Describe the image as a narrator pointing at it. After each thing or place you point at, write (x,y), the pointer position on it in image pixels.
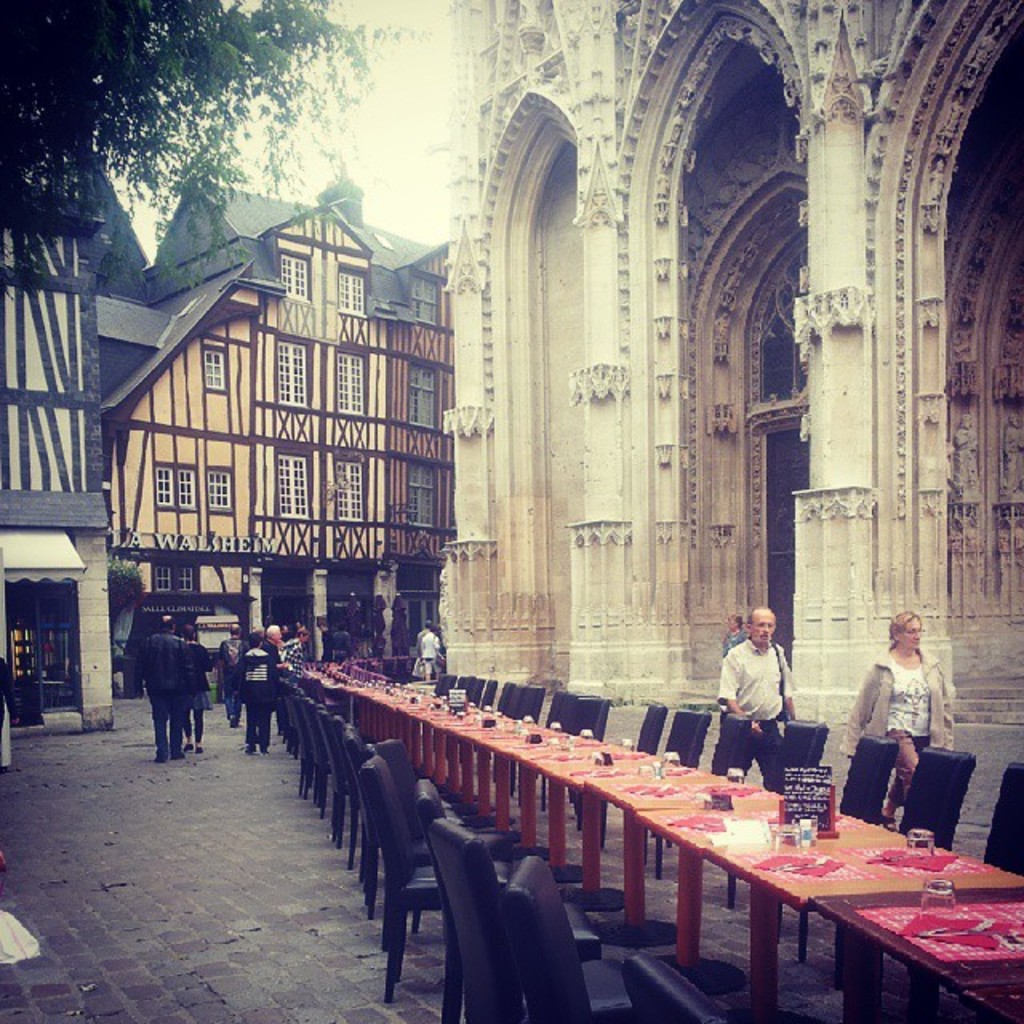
This is a picture from streets (831,948) of a city (688,969). In the center of the picture (489,681) there are many tables (959,896) and chairs (473,976), on the tables (884,878) there are pamphlets (724,844), glasses (499,714). In the background (457,423) there are many buildings (394,345). To the top left (117,59) there is a tree (193,105). To the top of the background (397,150). Sky (393,138) is visible, it is sunny. In street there are many people (290,667) walking.
